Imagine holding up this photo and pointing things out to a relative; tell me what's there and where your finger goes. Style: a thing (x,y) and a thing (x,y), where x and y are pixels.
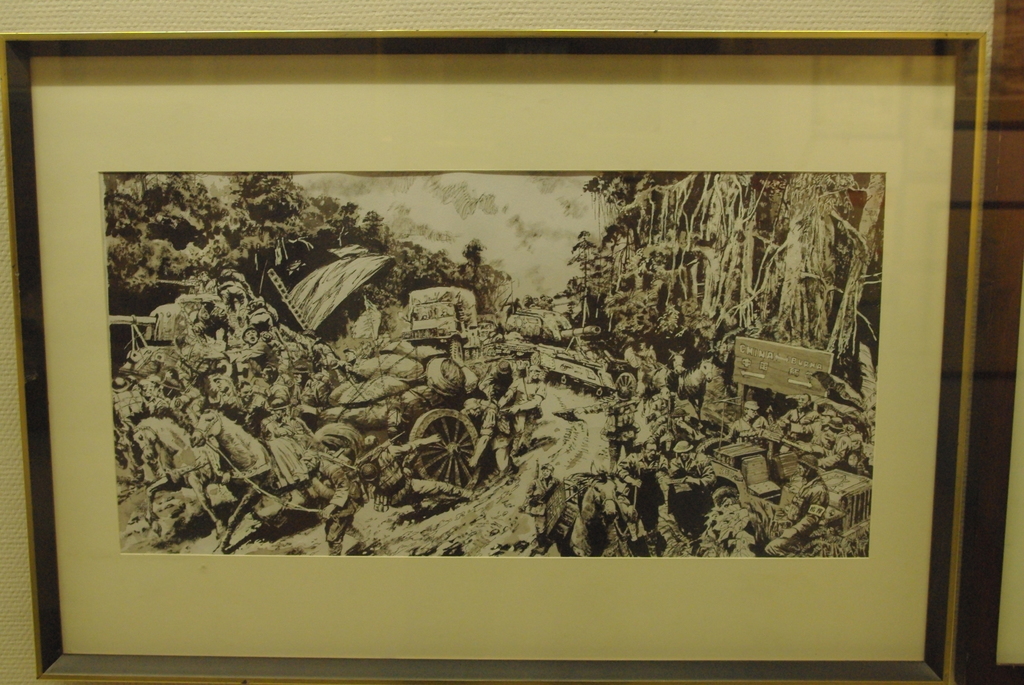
This image consists of a picture frame (13,56) with a few images (510,455) of trees (408,276), horses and men (270,369).
